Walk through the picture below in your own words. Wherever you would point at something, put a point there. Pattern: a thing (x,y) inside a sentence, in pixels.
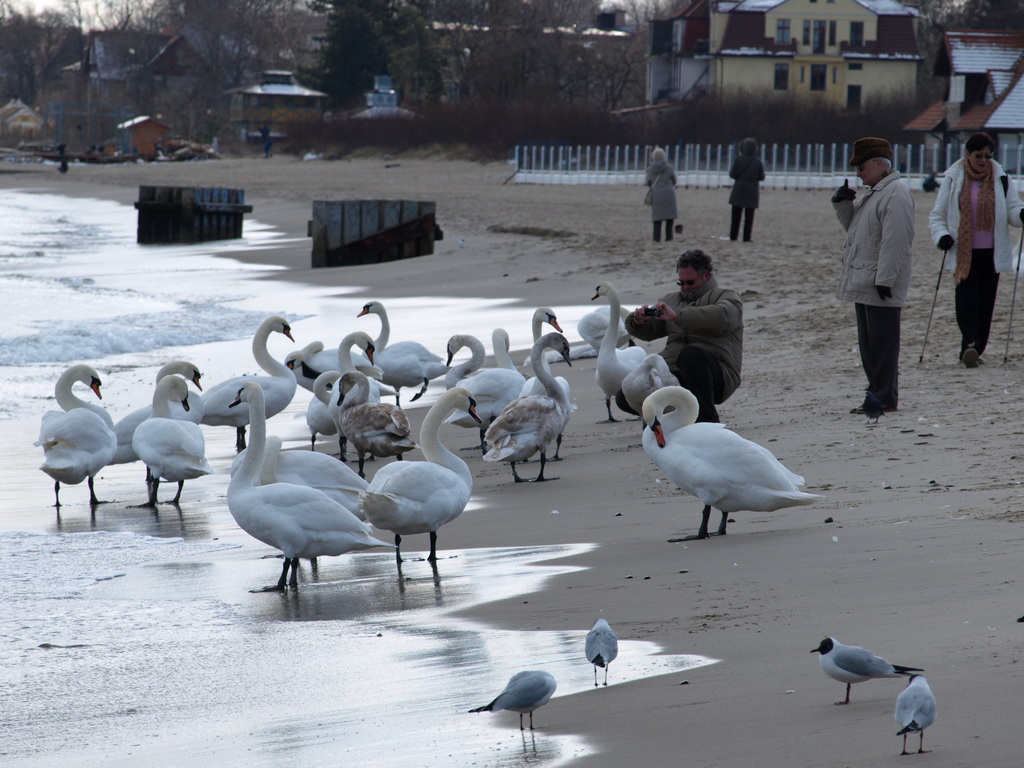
In the center of the image (363,466) there are swans (544,467). At the bottom (527,698) there are birds (527,698). On the left (54,377) we can see water (42,545). On the right (867,305) there are people (869,344) standing and there is a man (733,356) sitting and holding a camera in his hand (667,317). In the background (537,166) there is a fence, building (296,97), trees (309,71) and shed (288,112).
